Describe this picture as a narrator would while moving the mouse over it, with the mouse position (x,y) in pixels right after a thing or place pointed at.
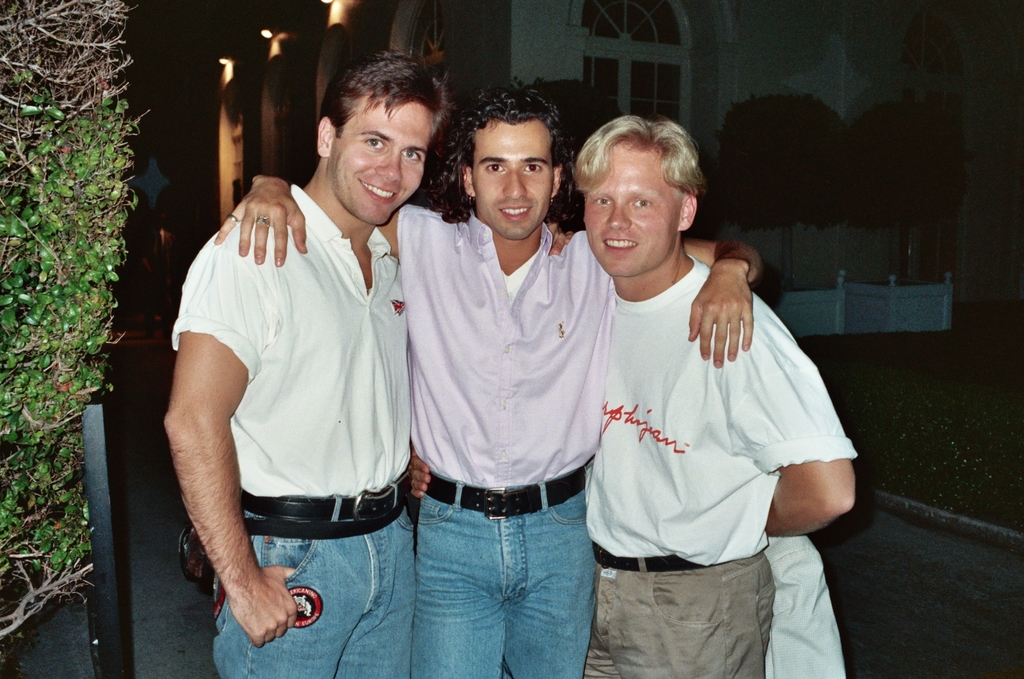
In the center of the image (416,323) there are men (416,323) standing on the floor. On the left side of the image (18,441) there is a tree (68,439) and a pole (114,642). In the background (810,52) there is a building (652,57) and trees (768,185).
